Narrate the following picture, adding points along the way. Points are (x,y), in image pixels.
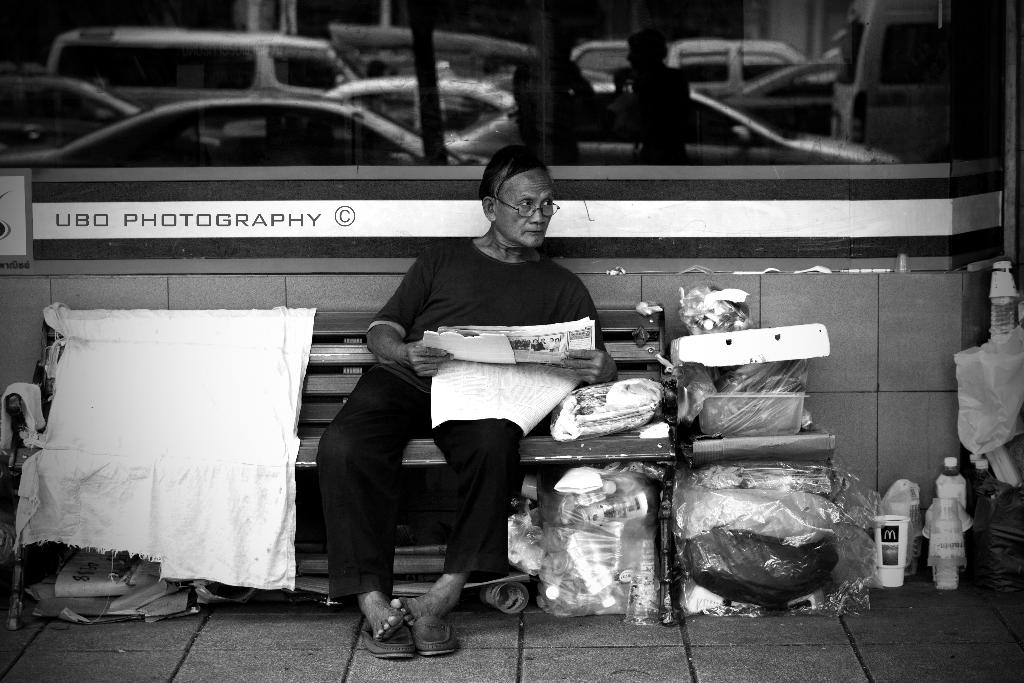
In this picture there is a man (384,443) who is holding a paper (495,397) and sitting on the bench (408,463). Beside him I can see the cloth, plastic covers (744,527), bottles (980,468) and other objects (741,567). In the back (735,154) I can see the glass partition (383,90) and wall (357,263). In the glass reflection (469,163) I can see many cars (877,146), poles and other objects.
